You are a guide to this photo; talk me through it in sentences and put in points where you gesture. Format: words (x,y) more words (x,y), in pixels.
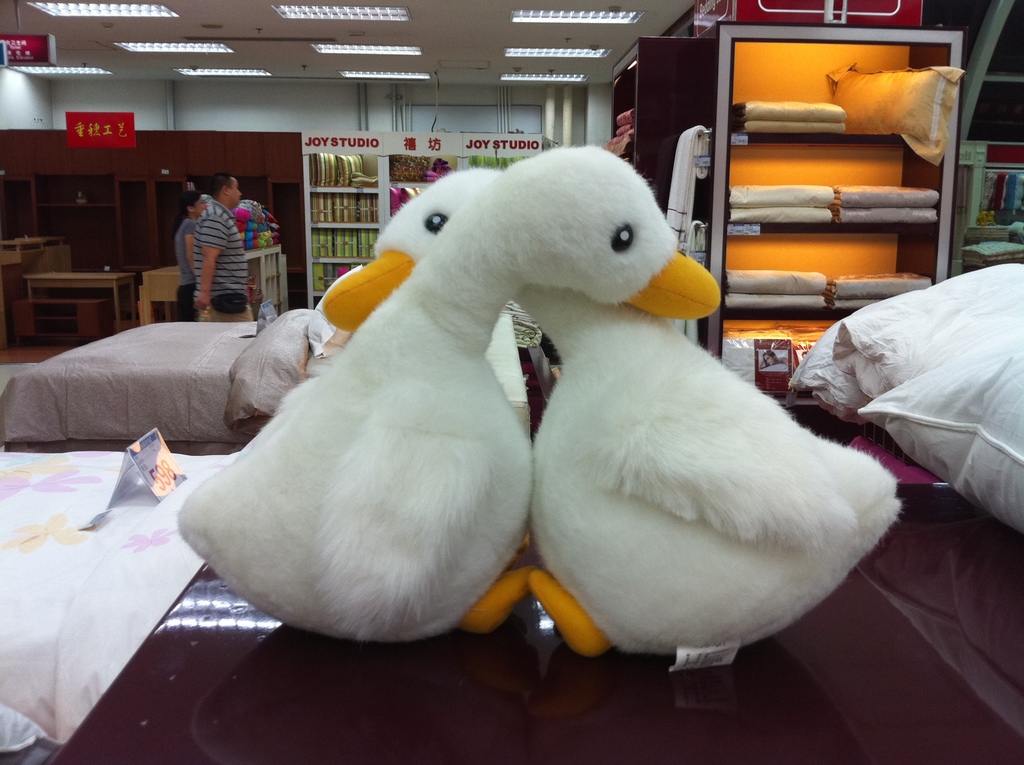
In this image in the foreground (479,492) there are two toys (609,508), and at the bottom (904,647) it looks like a table (919,653). And in the background (136,582) there are some beds (200,464), blankets (157,542), pillows (913,325) and some shelves (304,241). In the shelves (980,148) there are some blankets (785,191), and pillow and some persons (211,228) benches (44,284) boards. At the top (385,72) there is ceiling (449,72) and some lights (258,72).
